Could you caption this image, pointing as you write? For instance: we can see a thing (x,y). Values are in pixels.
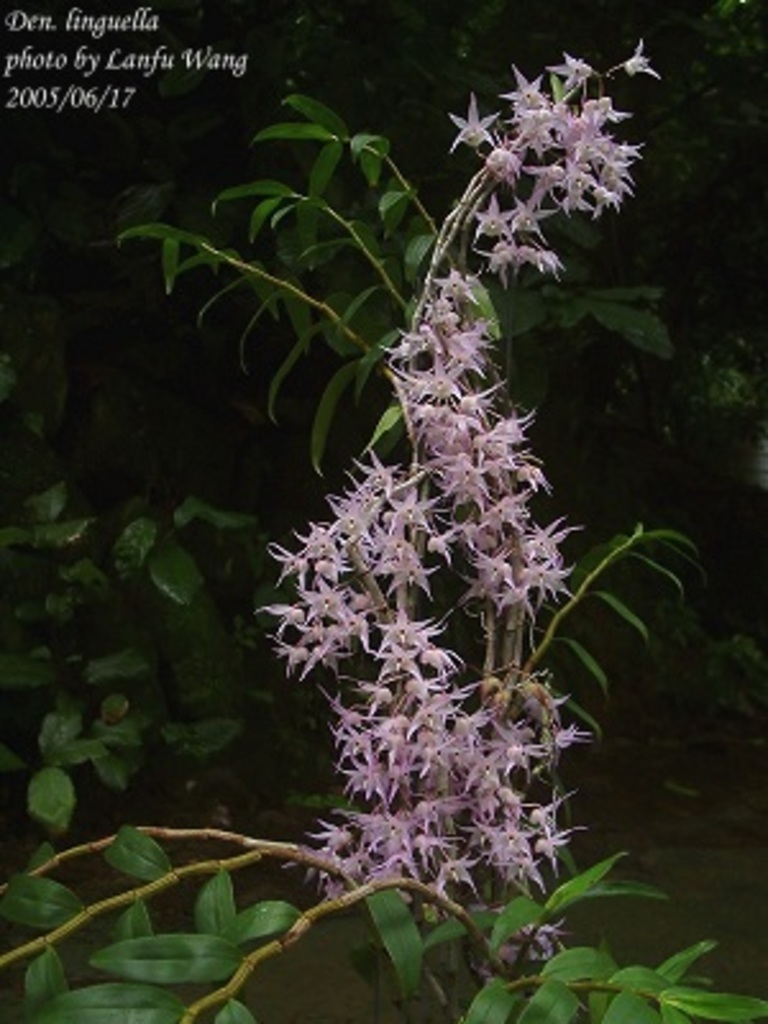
As we can see in the image there are plants (692,997) and pink color flowers (458,803). On the left side (26,97) top there is something written.
